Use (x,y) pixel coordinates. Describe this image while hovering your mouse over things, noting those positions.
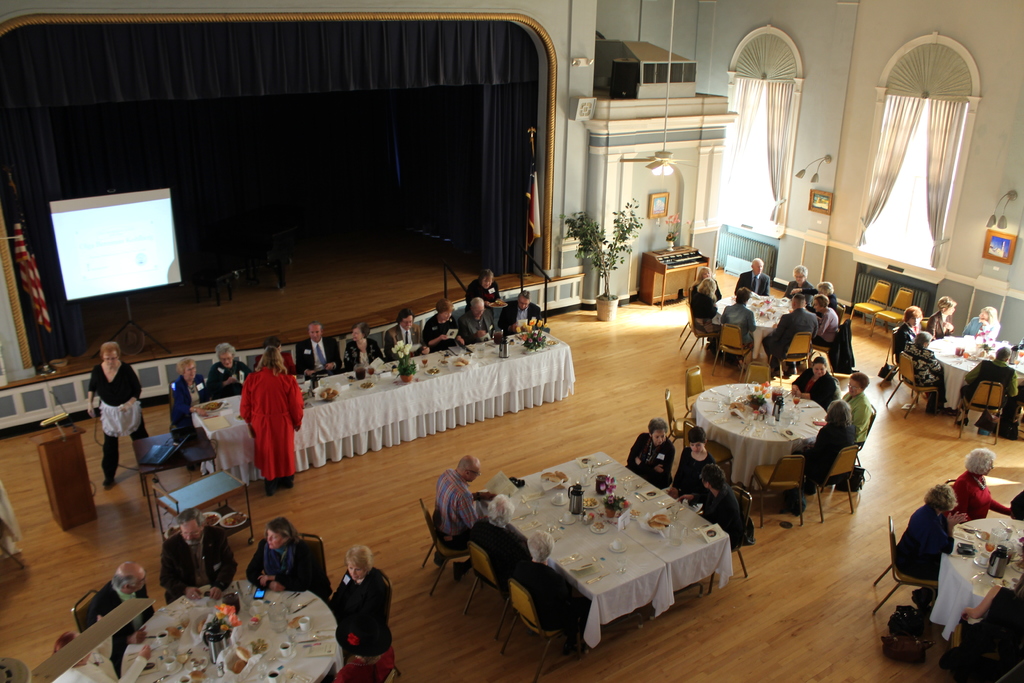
In this picture we can see a group of people (268,394) sitting on chairs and in front of them on table (564,528) we have jar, flowers (626,508), plates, mobile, knife (307,642), spoons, cup (287,642) and aside to this table (223,434) we have podium (65,446) mic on it and in the background (287,163) we can see curtains (167,162), screen (124,271), wall (806,130), pillars (608,228), frames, flower pot (604,307) with plant (592,237) in it.
